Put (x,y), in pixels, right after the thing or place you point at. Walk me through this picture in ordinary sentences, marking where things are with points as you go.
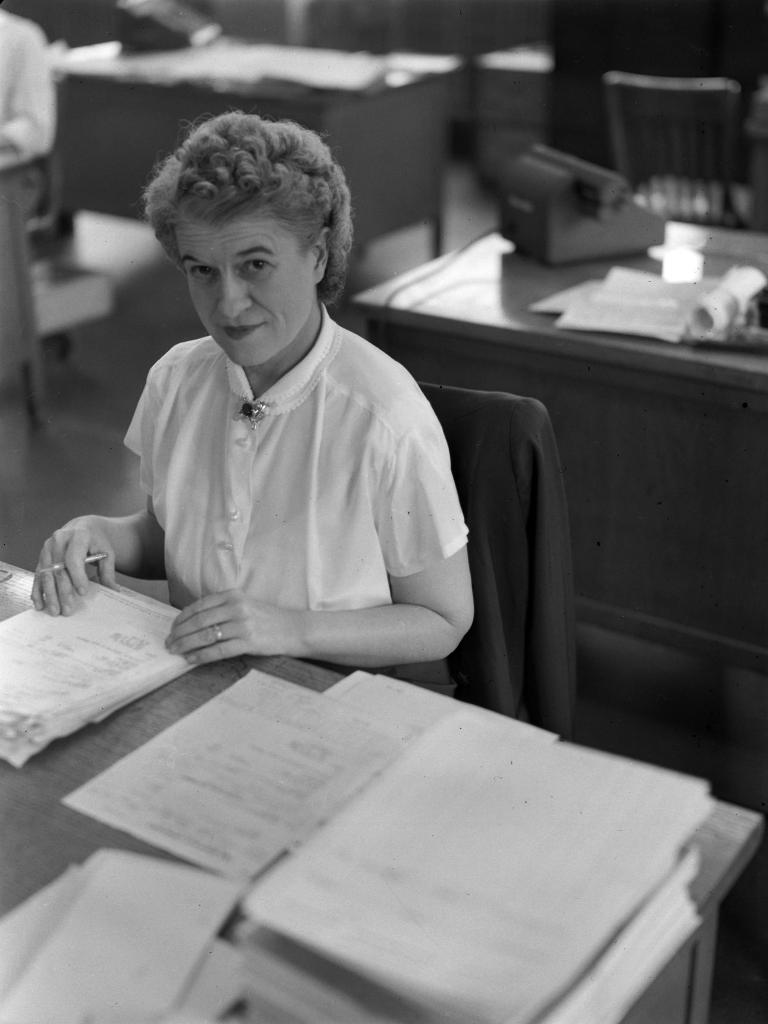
In the image there is a woman (407,593) sitting in the chair (508,524) and holding the papers (69,650) which are on the table (69,864). At the background (730,621) there is another table (513,287) on which there are papers (645,289) and a machine (588,212).
